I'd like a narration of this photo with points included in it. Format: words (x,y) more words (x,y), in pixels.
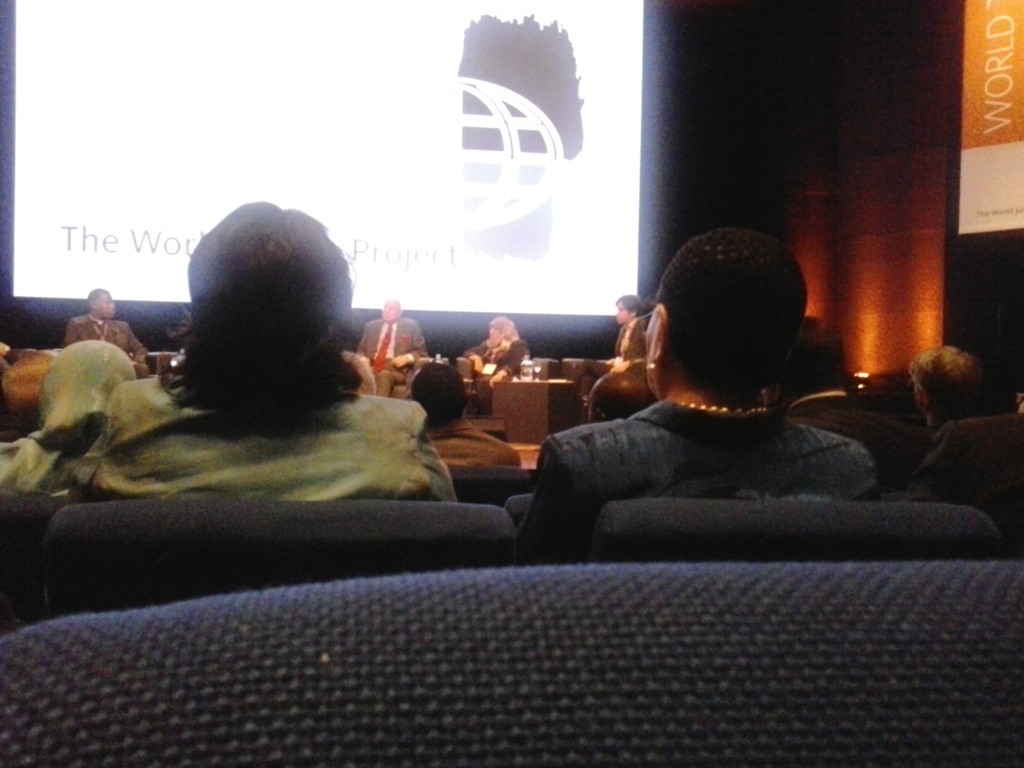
In this picture we can see group of persons (612,364) sitting on the chair (595,364). Backside of them we can see projector screen (436,267). Here we can see two women (567,489) who are sitting on the black chair (436,561). On the top right corner (985,110) there is a banner (984,101). Here we can see a light (865,375).
